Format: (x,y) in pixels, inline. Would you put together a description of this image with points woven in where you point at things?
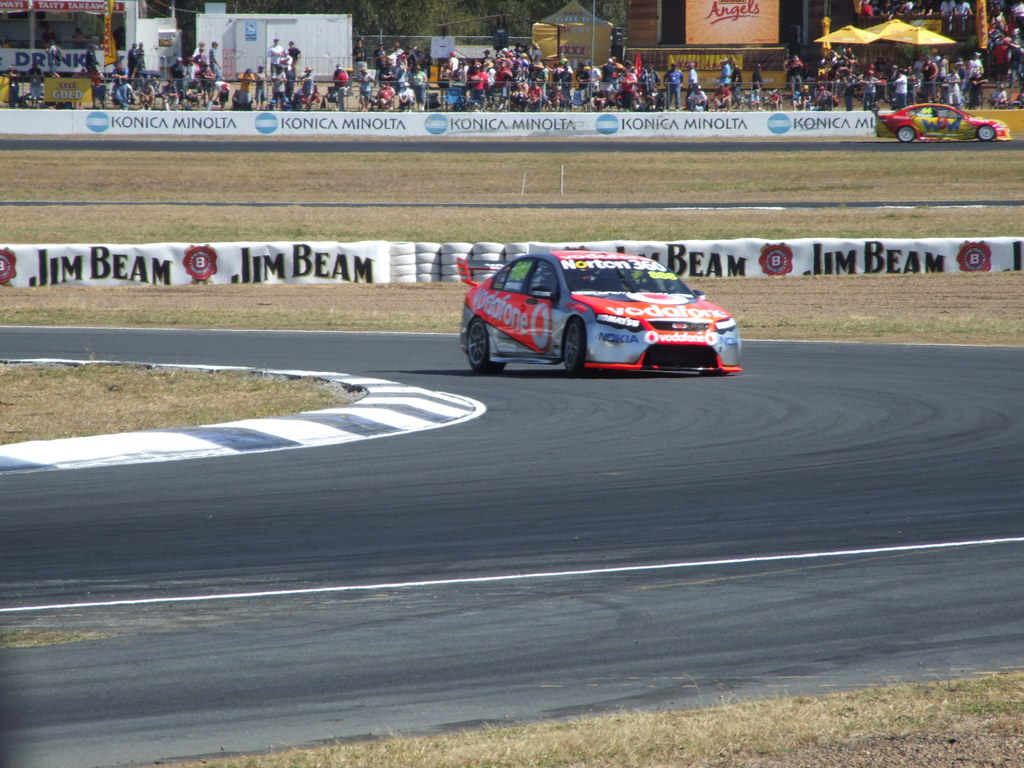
We can see a car (615,273) on the road (349,539), grass (151,424), banners (234,260) and tyres (524,249). In the background (147,122) we can see hoardings (267,129), car (894,137) on the road (933,145), people (97,63), tents (591,23), screen (778,29), stage (787,15), wall (647,9), glass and trees (377,26).
